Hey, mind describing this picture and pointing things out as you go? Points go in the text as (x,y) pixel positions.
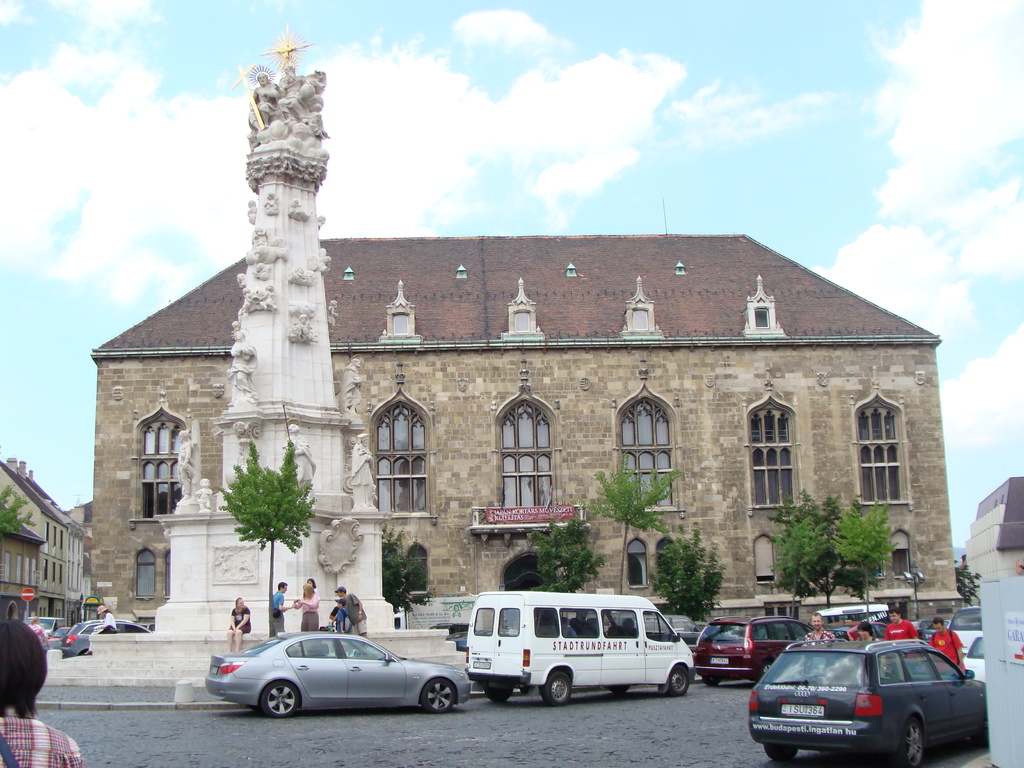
In this image I can see the ground (583,724), few vehicles (651,663) on the road (570,722), few persons (906,626) standing, a huge white colored tower (288,200) with few statues (278,127) on it, few trees (294,450) which are green in color, a red colored sign board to the left side of the image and few buildings (525,486) which are cream and brown in color. In the background (760,124) I can see the sky (839,131).
